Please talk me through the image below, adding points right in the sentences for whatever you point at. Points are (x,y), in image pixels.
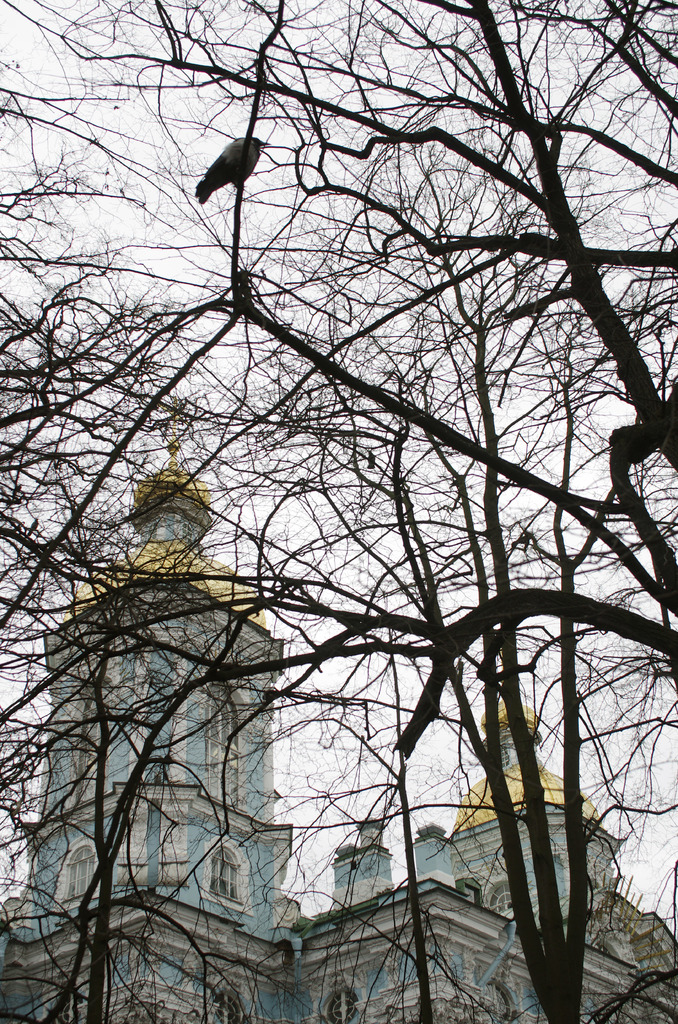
In this image we can see some trees (339,375) and there is a bird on a tree branch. In the background (239,906), we can a building (453,1010) and the sky (332,851).
